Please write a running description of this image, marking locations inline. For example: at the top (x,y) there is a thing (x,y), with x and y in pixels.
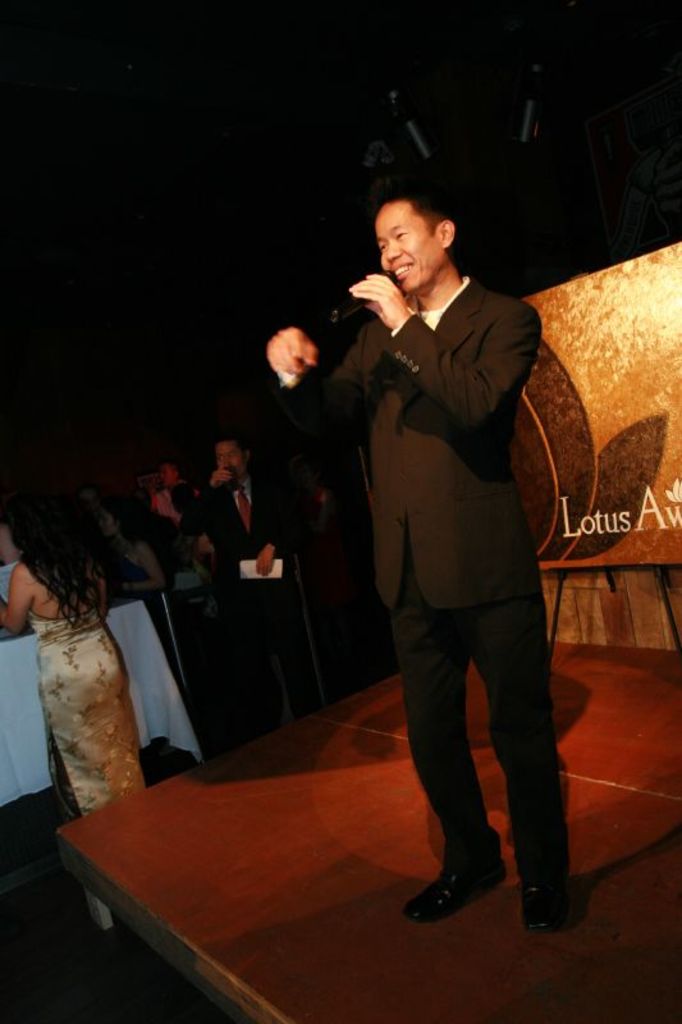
In the center of the image (437,585) we can see a man (483,624) standing and holding a mic (352,310). In the background (89,688) there are people (80,688). At the bottom (618,698) there is dais (650,891). We can see a board (573,438).
